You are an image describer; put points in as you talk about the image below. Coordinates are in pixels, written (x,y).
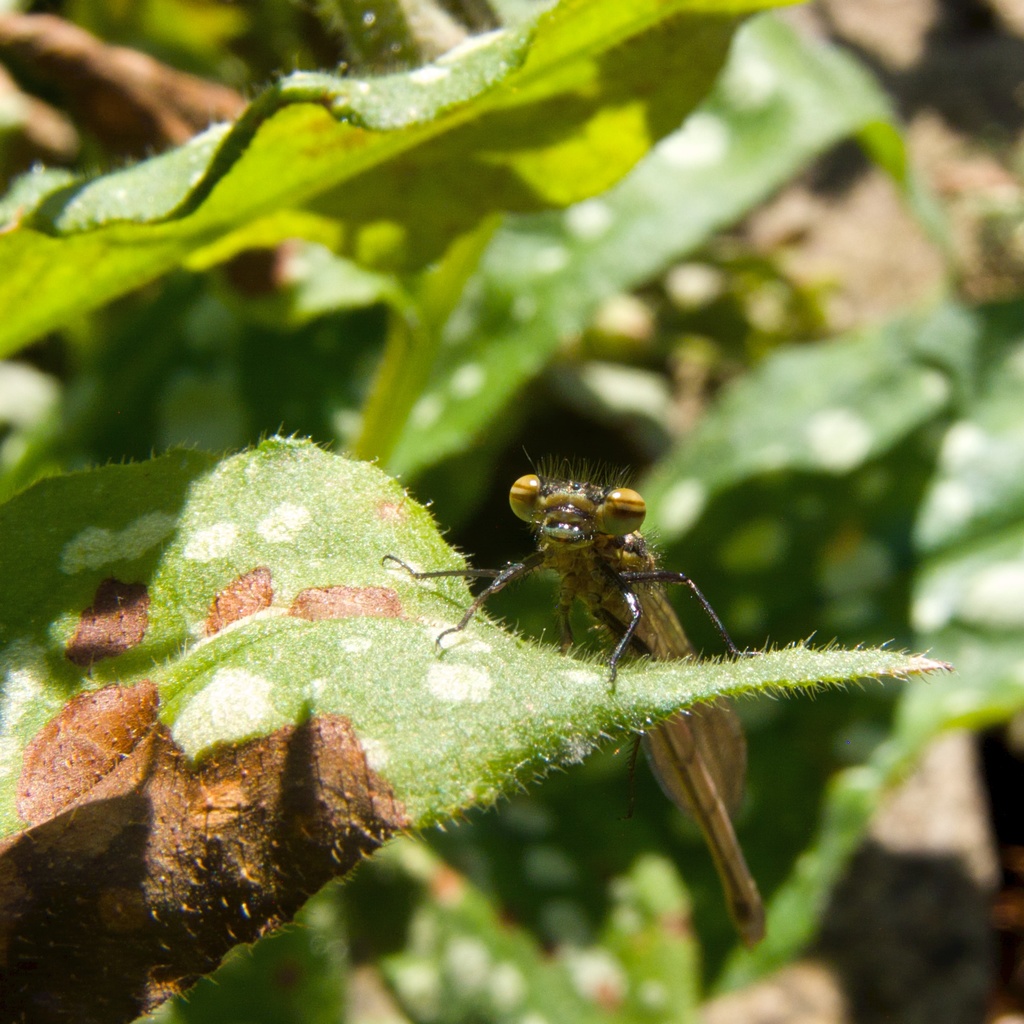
In this picture there is a brown color damselfly (568,607) sitting on the green leaf (384,664). Behind there are some plant leaves (681,138).
